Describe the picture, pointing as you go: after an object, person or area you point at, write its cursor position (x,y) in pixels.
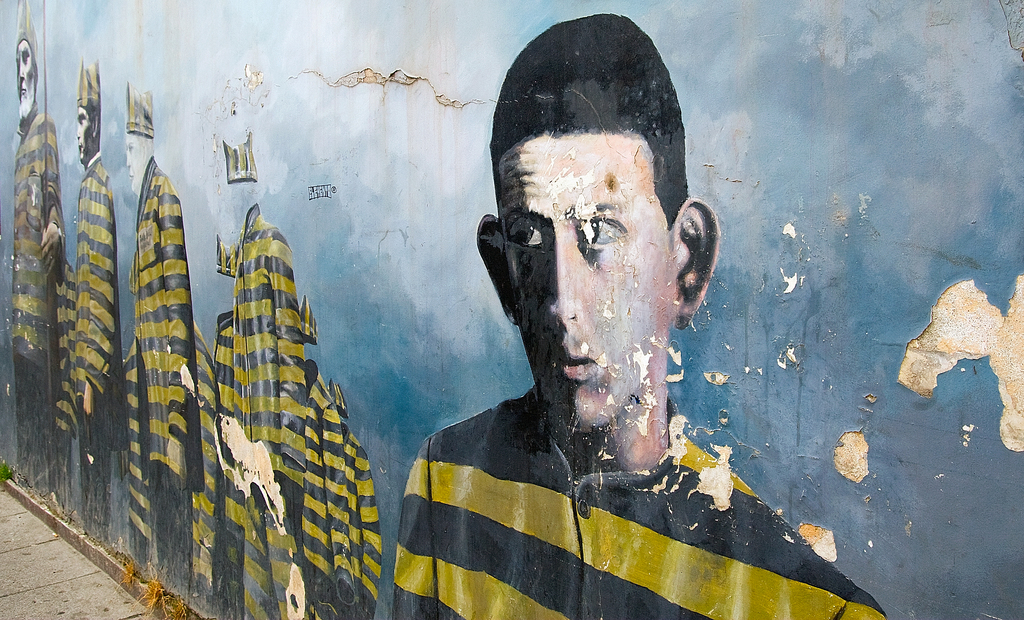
In this image I can see a wall (418,261), on the wall (182,140) I can see few paintings (609,264) of a persons (611,264) and they are wearing yellow and gray color dress (315,442), and the wall (485,389) is in blue and white color.
